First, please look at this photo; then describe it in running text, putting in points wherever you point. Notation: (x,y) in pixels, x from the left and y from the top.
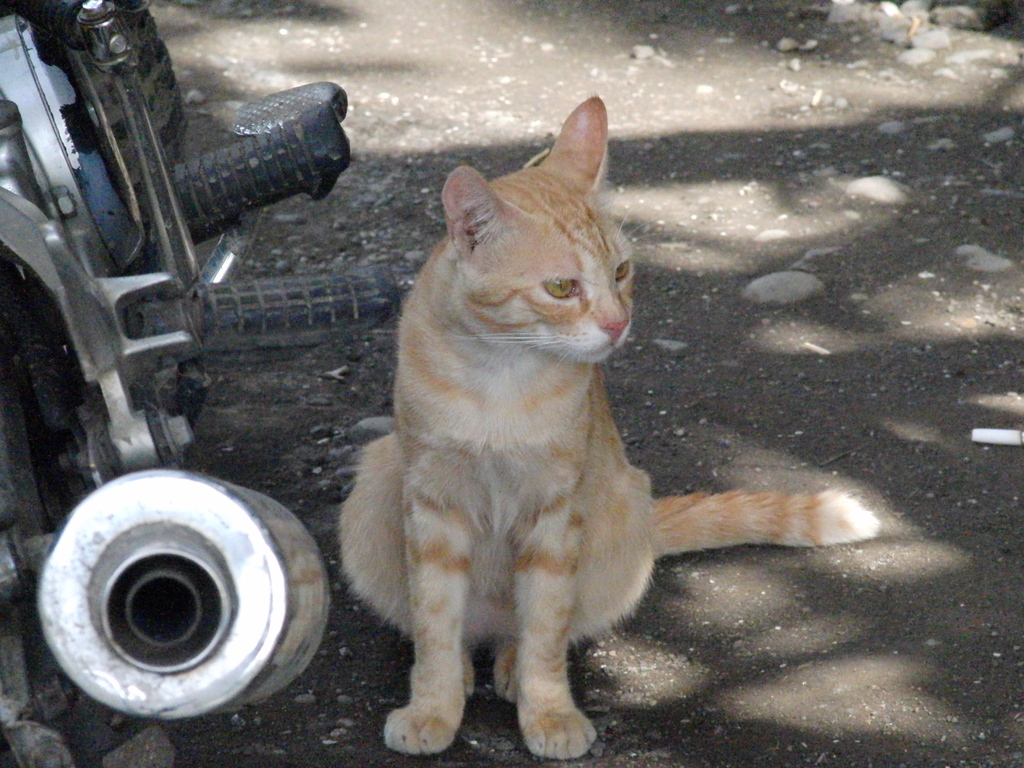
In this image we can see a cat (474,459) which is of brown color is on the ground (191,36) on left side of the image (114,348) we can see bike (146,360).
